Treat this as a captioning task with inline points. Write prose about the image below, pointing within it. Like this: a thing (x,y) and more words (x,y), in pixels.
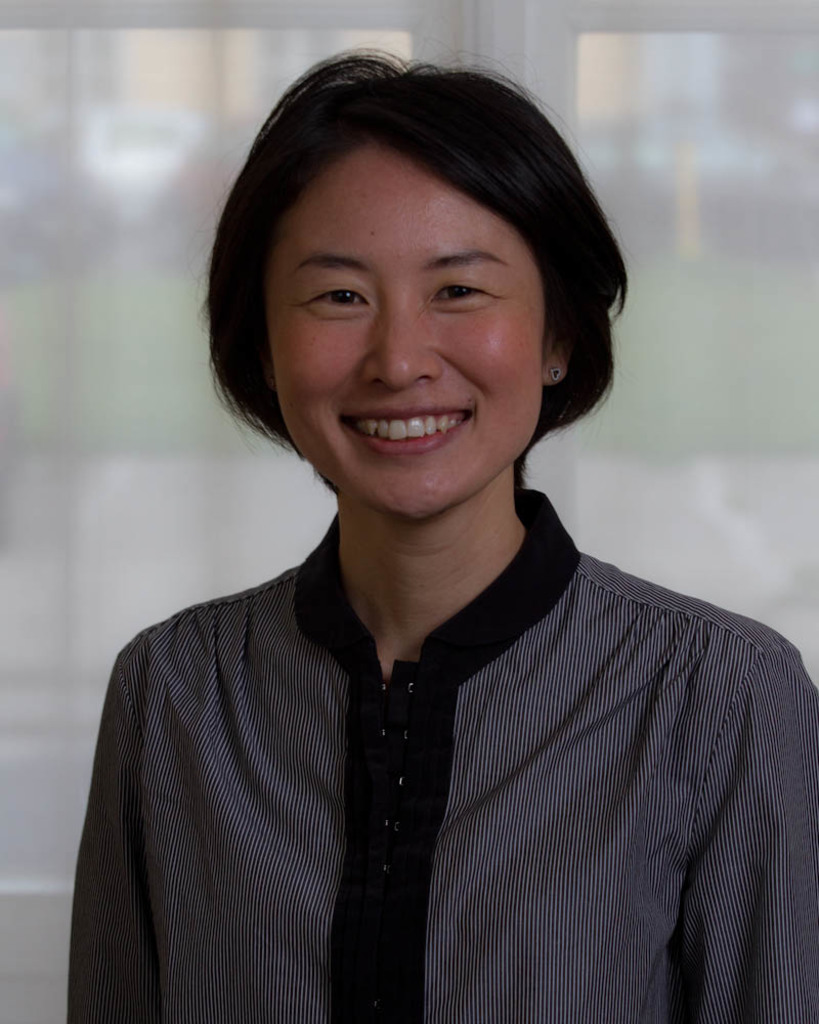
In this image, we can see a person (589,726) standing and smiling, in the background (55,880) we can see the windows (779,215).
